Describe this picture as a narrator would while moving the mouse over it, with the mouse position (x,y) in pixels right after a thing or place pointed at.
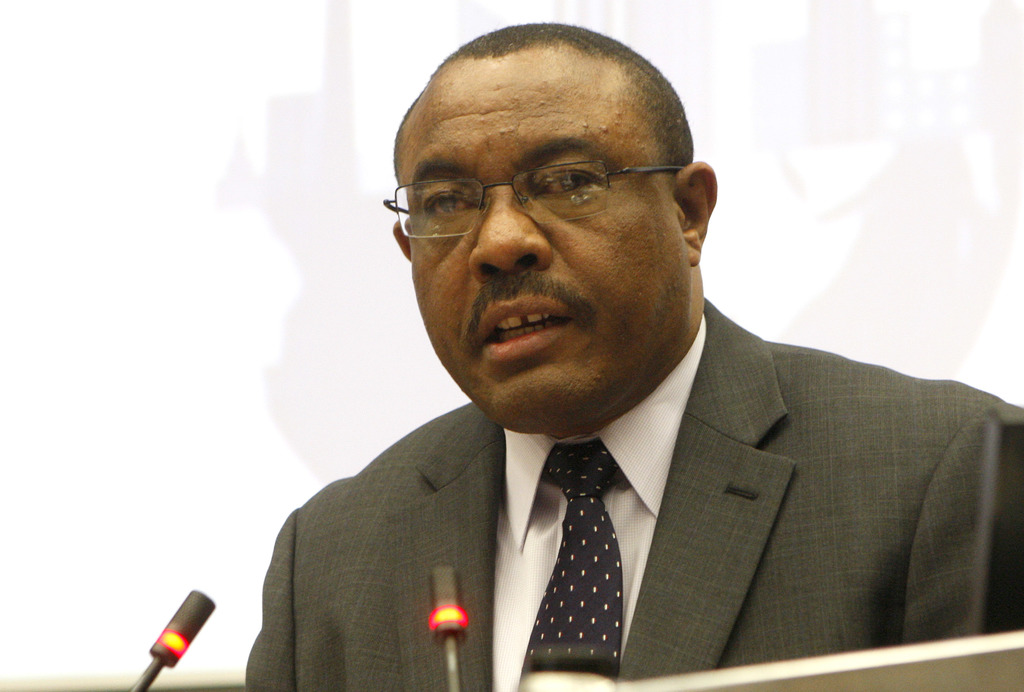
In this image in the middle (620,373), there is a man (727,551), he wears a suit (706,514), shirt (646,483), tie (608,522), in front of him there is a podium (705,674) and mics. In the background (926,294) there is a screen (106,222) and wall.
